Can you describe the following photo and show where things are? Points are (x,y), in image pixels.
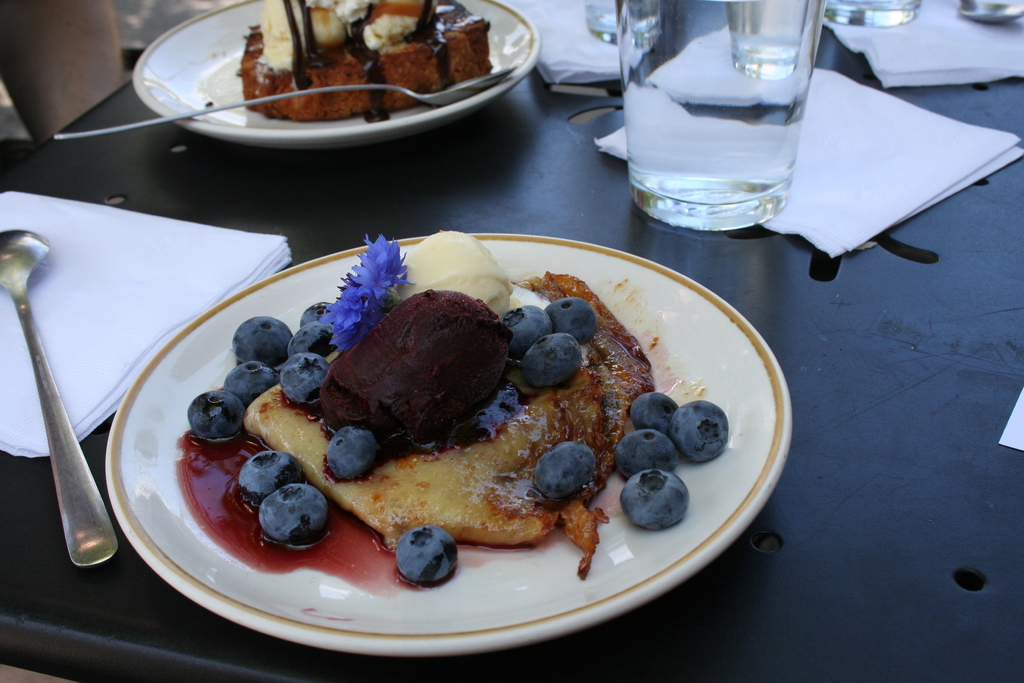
In this image we can see food items (447,36) on the plates (261,306). There are few tissues (850,171), a spoon (31,329) and glasses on a table (884,292).
